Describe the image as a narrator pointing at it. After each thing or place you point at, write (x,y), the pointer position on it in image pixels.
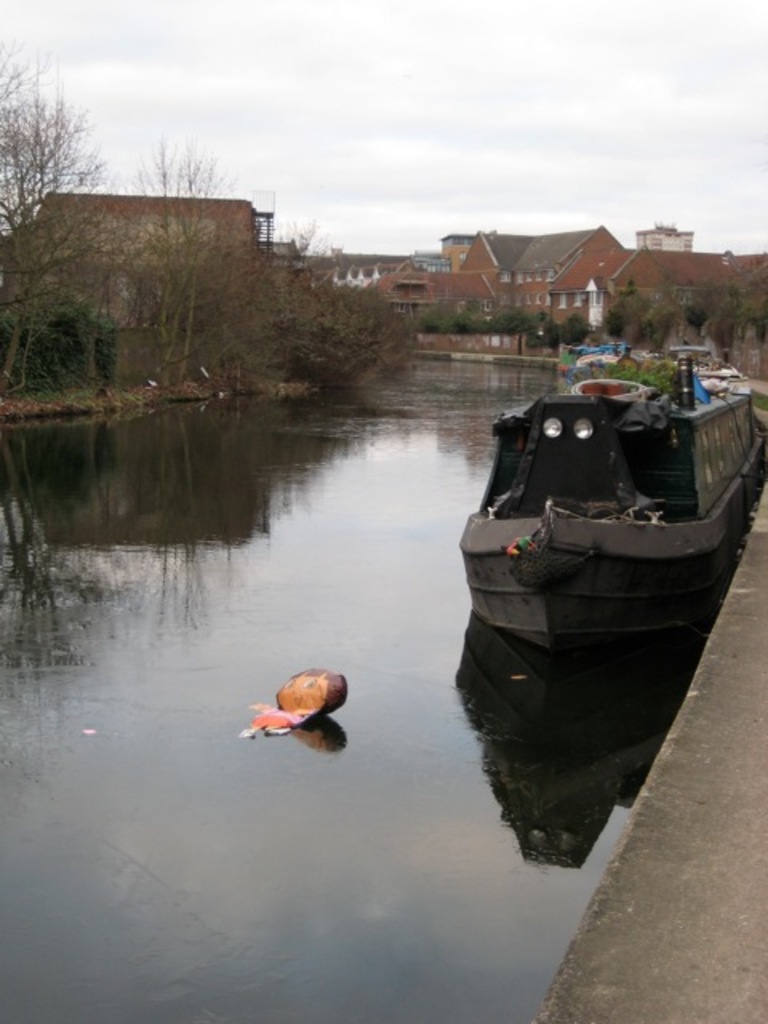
In this image, we can see some trees (176,312) and roof houses (409,272). There is a canal (258,485) in the middle of the image (435,428). There is a boat (577,450) on the right side of the image (676,440). At the top of the image (401,84), we can see the sky (429,110).
